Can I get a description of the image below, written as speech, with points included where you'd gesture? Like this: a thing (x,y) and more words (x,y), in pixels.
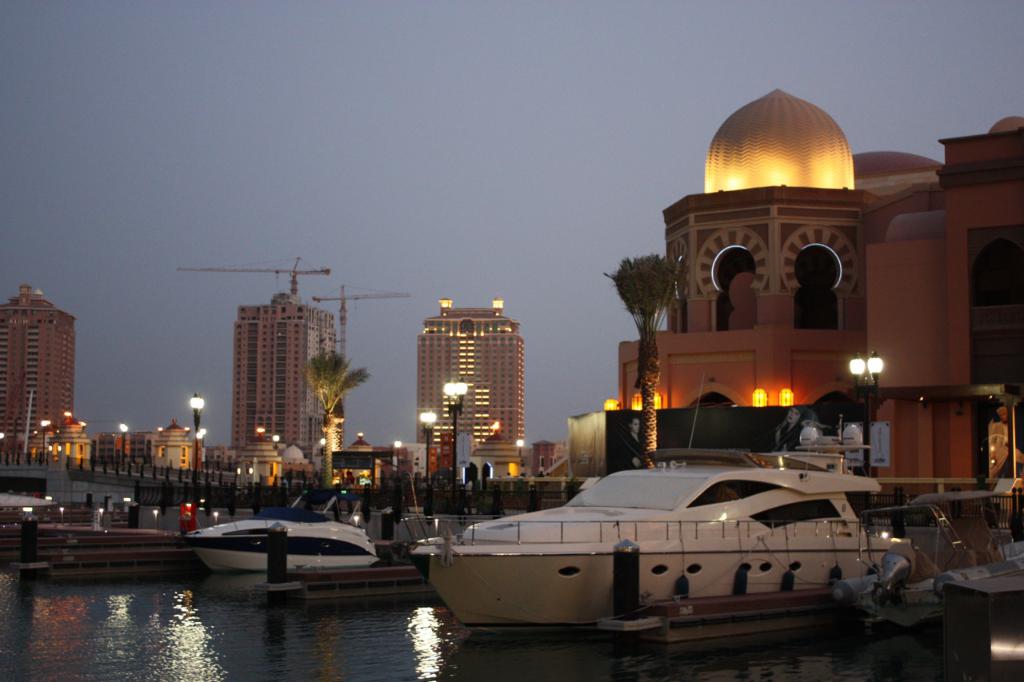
This is an outside view. At the bottom (288,636) there are boats (315,547) on the water (282,648). In the background (379,467) there are many lights poles (448,398), trees (328,401) and buildings (483,381). On the left side (341,325) there are two cranes (362,297) behind the building (299,323). At the top of the image (282,98) I can see the sky (221,72).
